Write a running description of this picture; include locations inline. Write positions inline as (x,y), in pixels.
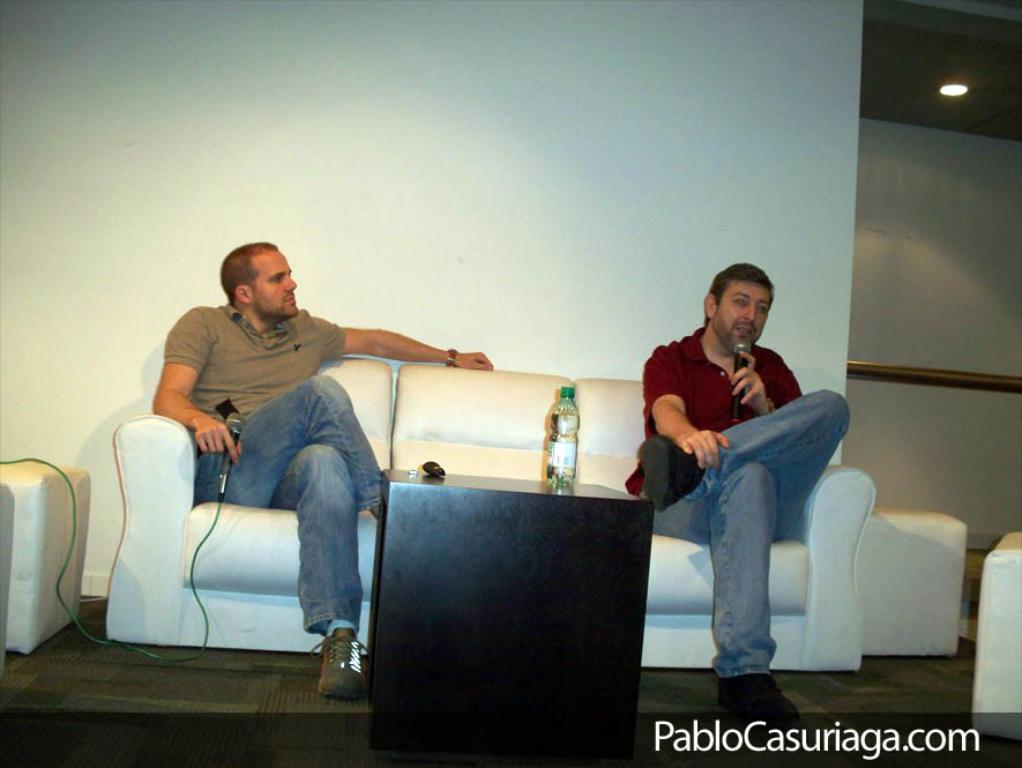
Two man (253,388) are sitting on sofa (494,429) and they both are holding mic (740,359). A person (720,390) wearing a red t shirt (716,367) is speaking. There is a table (516,546). On the table (505,560) there is a bottle (561,440). In the background (419,142) there is a wall (614,176).
